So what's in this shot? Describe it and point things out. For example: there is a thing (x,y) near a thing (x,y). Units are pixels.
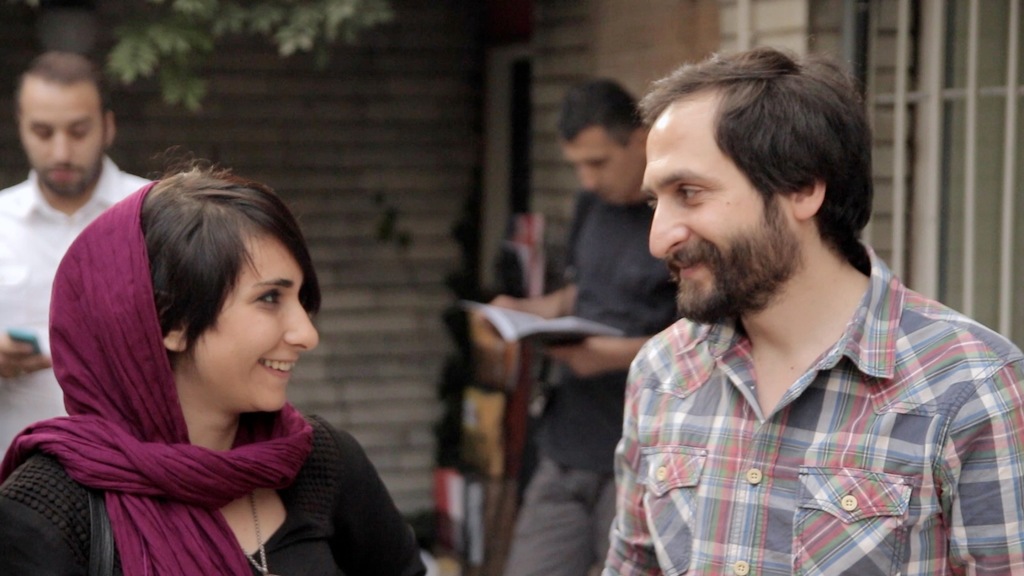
In this image there are two persons (199,377) standing at left side of this image (191,337) and two persons (570,367) are standing at right side of this image (699,273) and there is a house (487,158) in the background (455,201) and there is a tree (208,44) at top left corner of this image (306,26).
